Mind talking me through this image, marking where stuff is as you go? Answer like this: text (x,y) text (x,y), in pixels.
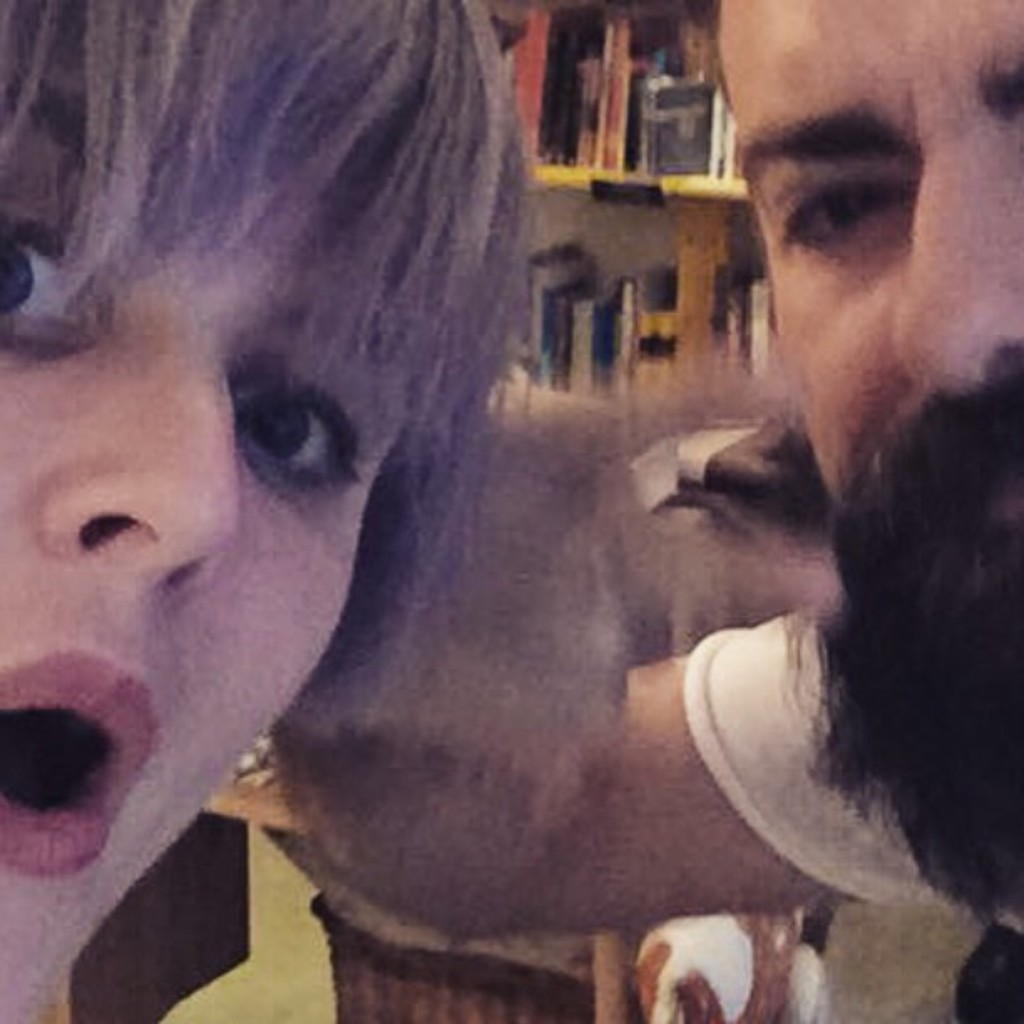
On the right corner of the picture (748,663), we see a man (738,740) in white T-shirt (704,718). Beside him, the girl (223,383) is opening her mouth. Behind them, we see a table (186,886) and a chair (317,900). Behind them, we see a rack (644,327) in which many books (523,114) are placed.
